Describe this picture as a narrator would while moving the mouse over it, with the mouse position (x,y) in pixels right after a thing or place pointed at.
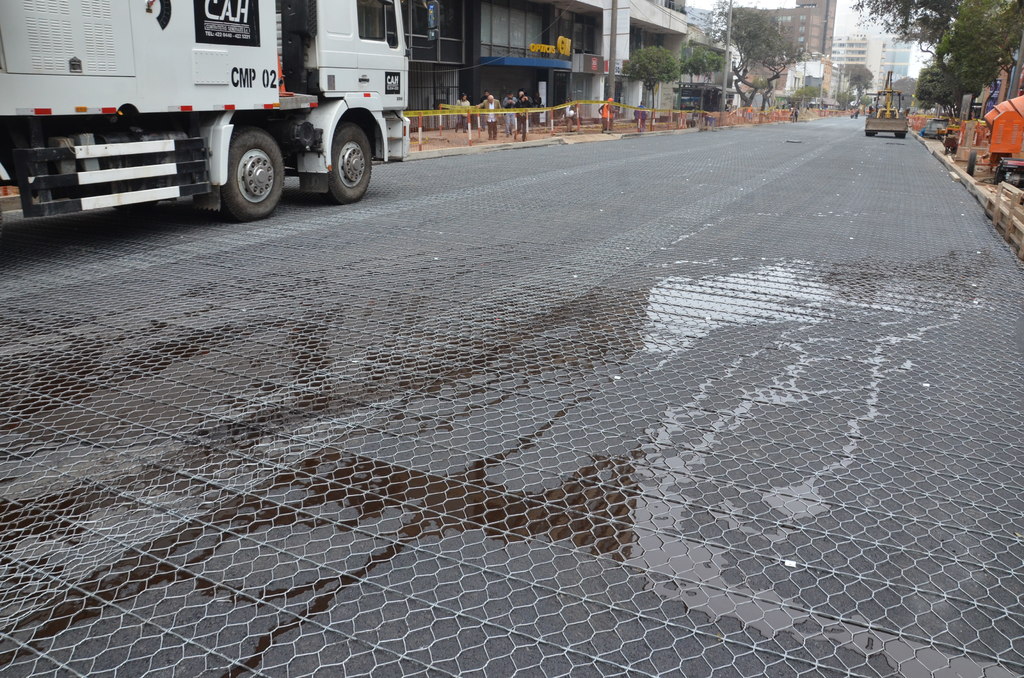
In this image I can see a road (615,214) in the centre (553,325) and on it I can see few vehicles (16,152). In the background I can see few people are standing. I can also see few buildings (692,83) and number of trees (758,12) in the background (476,32).
